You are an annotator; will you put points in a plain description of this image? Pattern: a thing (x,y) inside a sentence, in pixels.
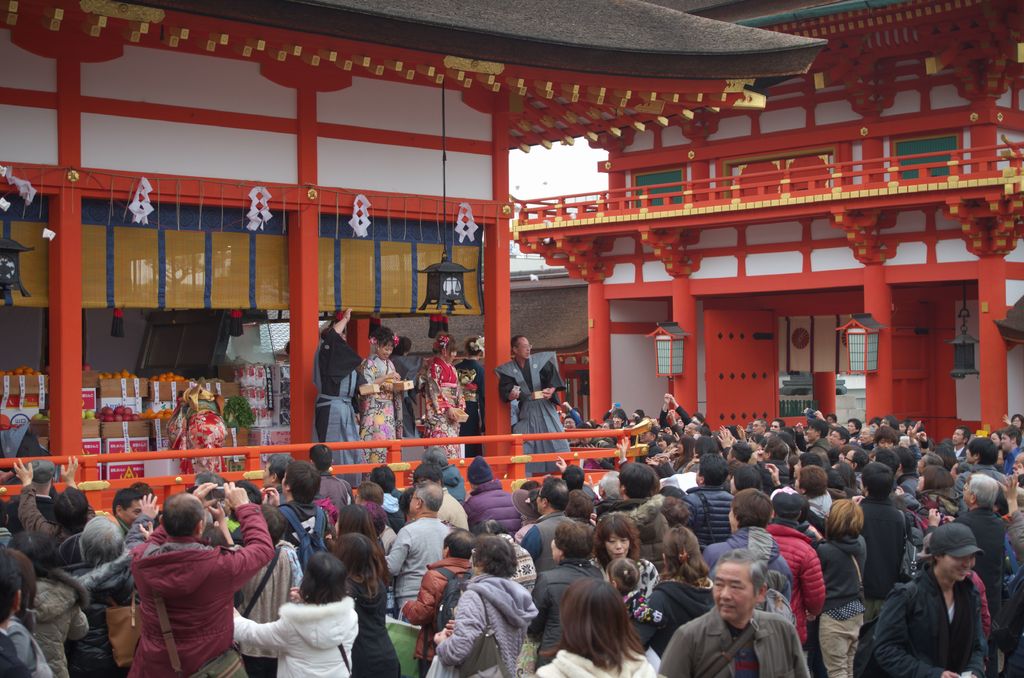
In this image we can see a group of persons (498,576). Behind the persons (846,562) we can see few buildings (535,312). On the left side (186,406), we can see few persons (376,434) in the building (362,448) and we can see group of boxes (227,389) with fruits (161,412) on the building (295,294).
